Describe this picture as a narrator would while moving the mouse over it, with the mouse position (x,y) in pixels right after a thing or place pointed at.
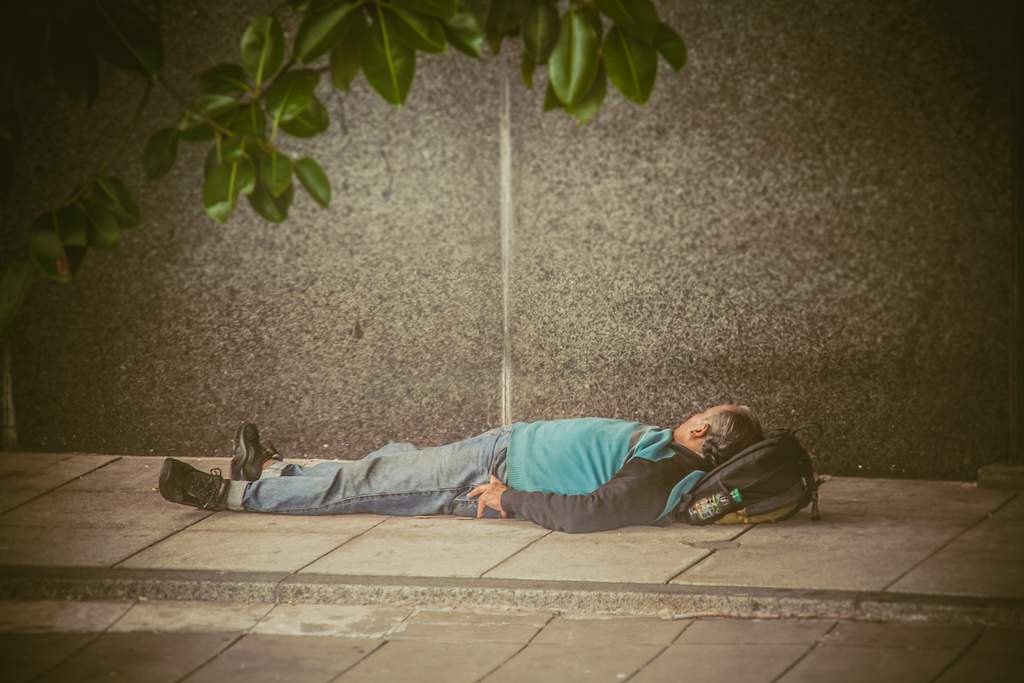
In this image there is a person (525,510) lying on the floor (553,559) using his backpack (716,484) as a pillow (744,457) under his head (722,452), beside him there is a wall (468,261), on top of the image (308,89) there are leaves (230,150).
